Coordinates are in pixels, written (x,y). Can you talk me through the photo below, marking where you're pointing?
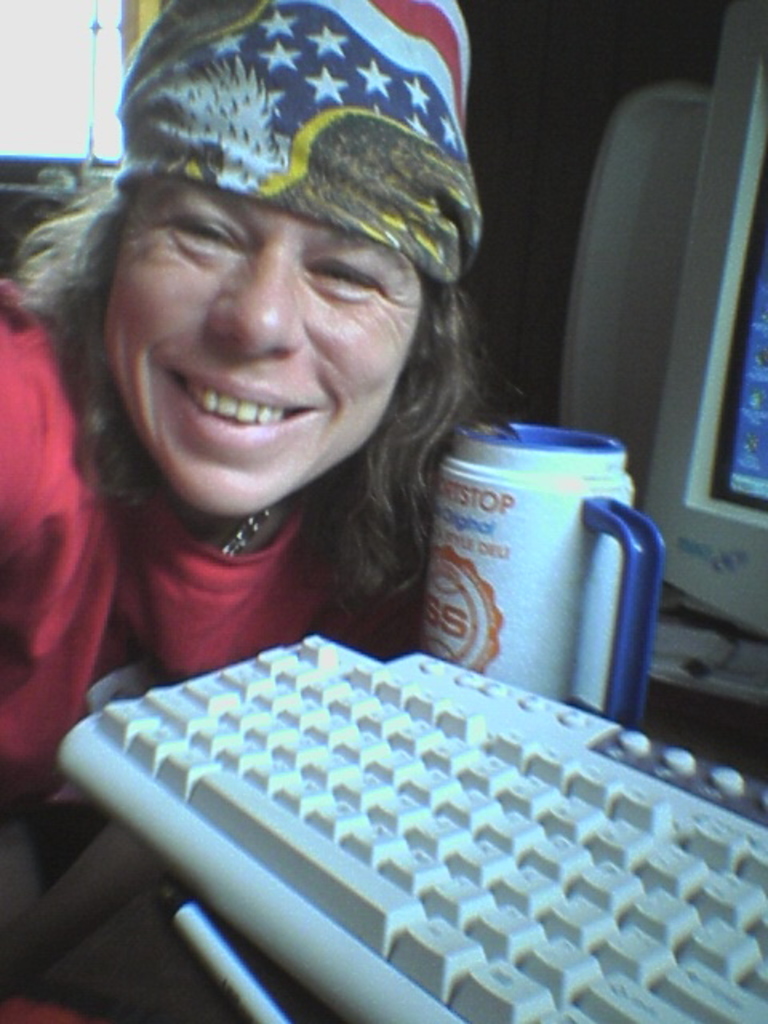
In the center of the image (411,597) there is a lady (144,631). There is a keyboard (310,643). There is a mug (623,604).
